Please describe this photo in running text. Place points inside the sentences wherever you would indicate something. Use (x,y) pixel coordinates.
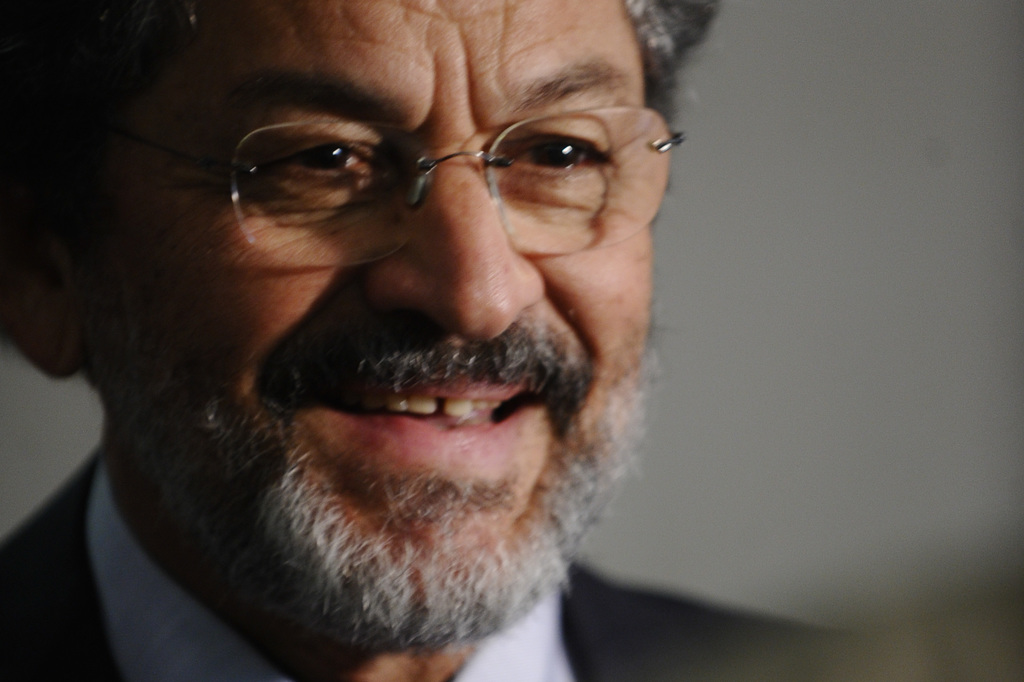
In the image there is an old man (397,28) in black suit (88,630) and white shirt (178,588) smiling, he is wearing glasses (373,201).
